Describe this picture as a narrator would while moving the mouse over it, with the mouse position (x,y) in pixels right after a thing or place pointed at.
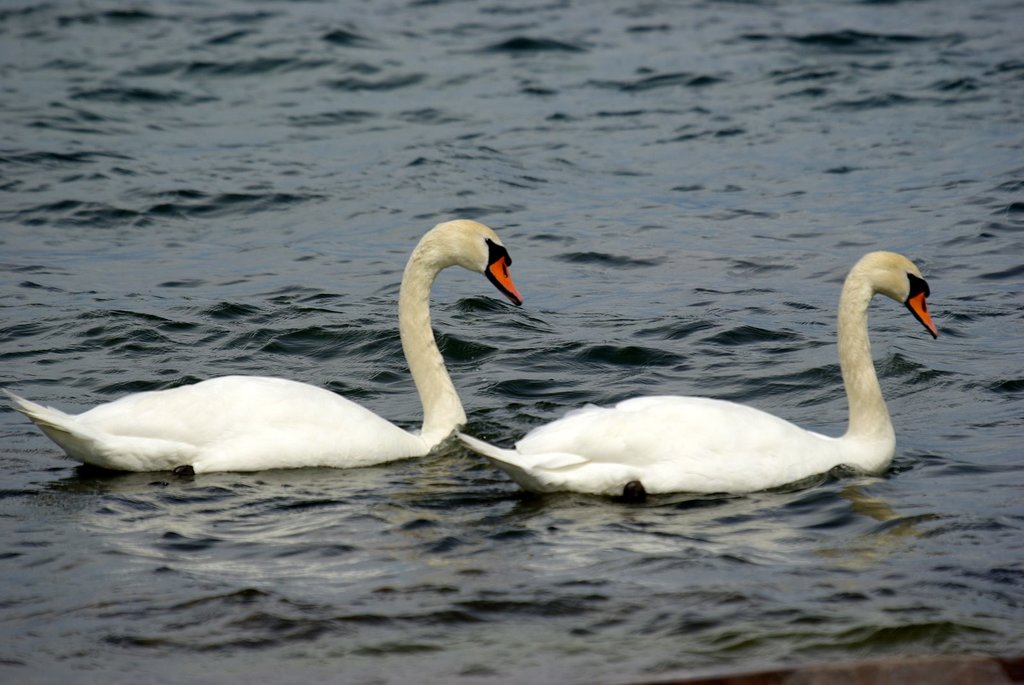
In this image we can see some swans (858,461) on the water (490,561).
